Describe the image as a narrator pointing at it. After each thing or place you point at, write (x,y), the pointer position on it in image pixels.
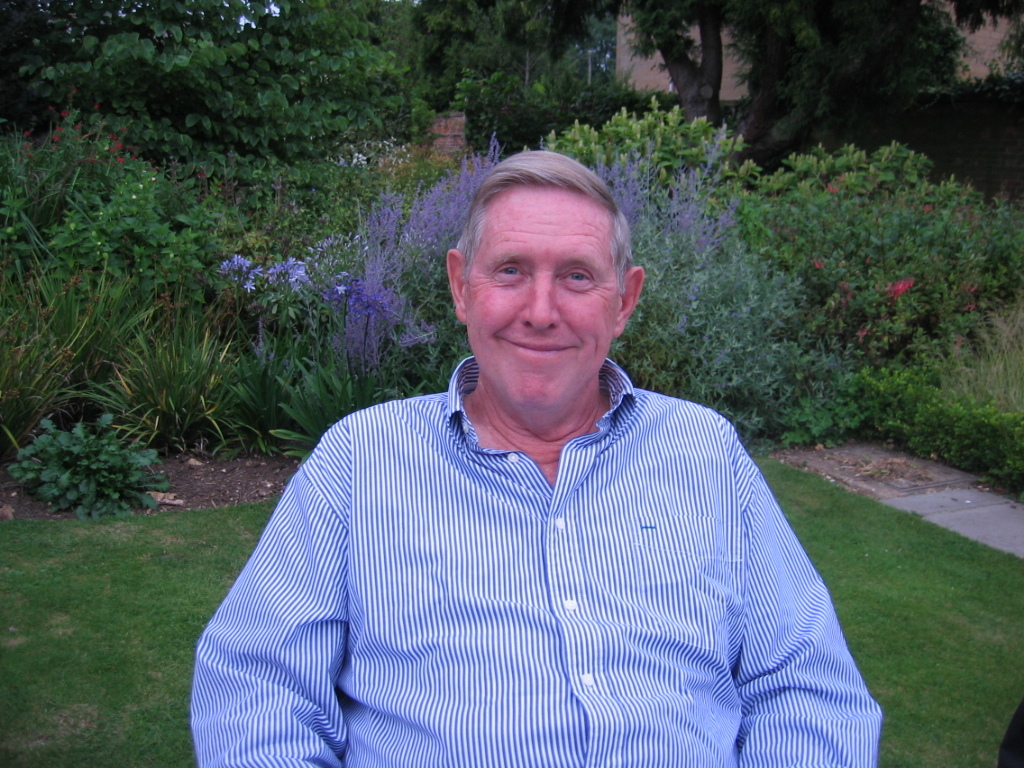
Here I can see a man (443,604) wearing a shirt (538,576), sitting, smiling and giving pose for the picture. At the bottom (58,685), I can see the grass (102,689). In the background (45,293) there are many plants (712,200) and trees (771,65) and also there is a building (979,37).
